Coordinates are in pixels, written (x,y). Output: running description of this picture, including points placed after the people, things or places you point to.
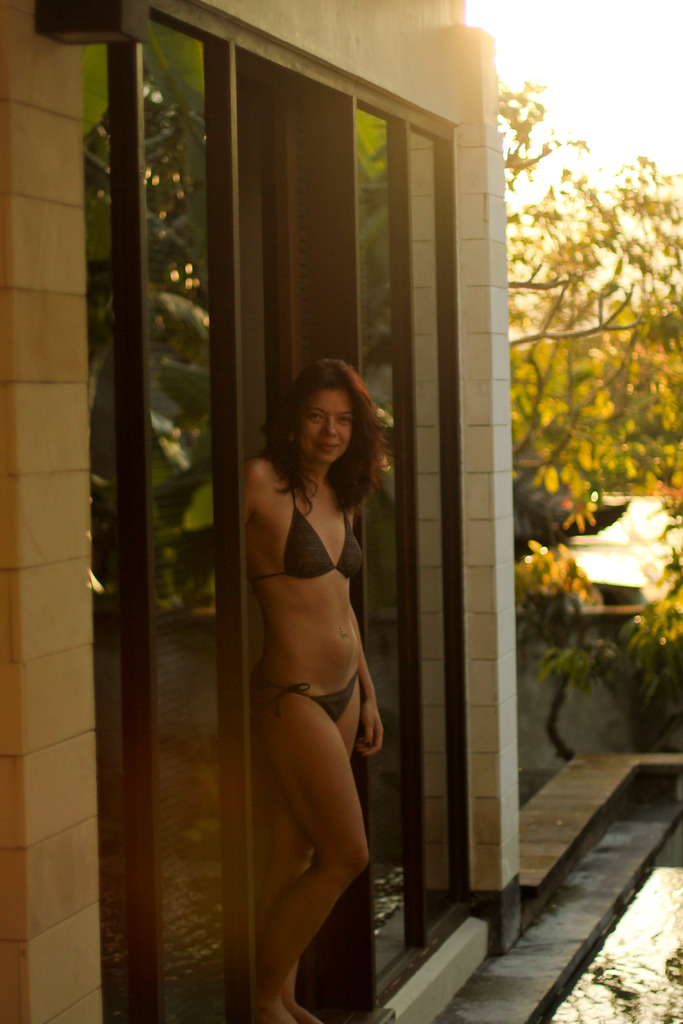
In this picture we can see a woman (336,465) standing. There is a building (446,393) and some trees (628,406) in the background (497,309). We can see a glass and water (565,1014).
